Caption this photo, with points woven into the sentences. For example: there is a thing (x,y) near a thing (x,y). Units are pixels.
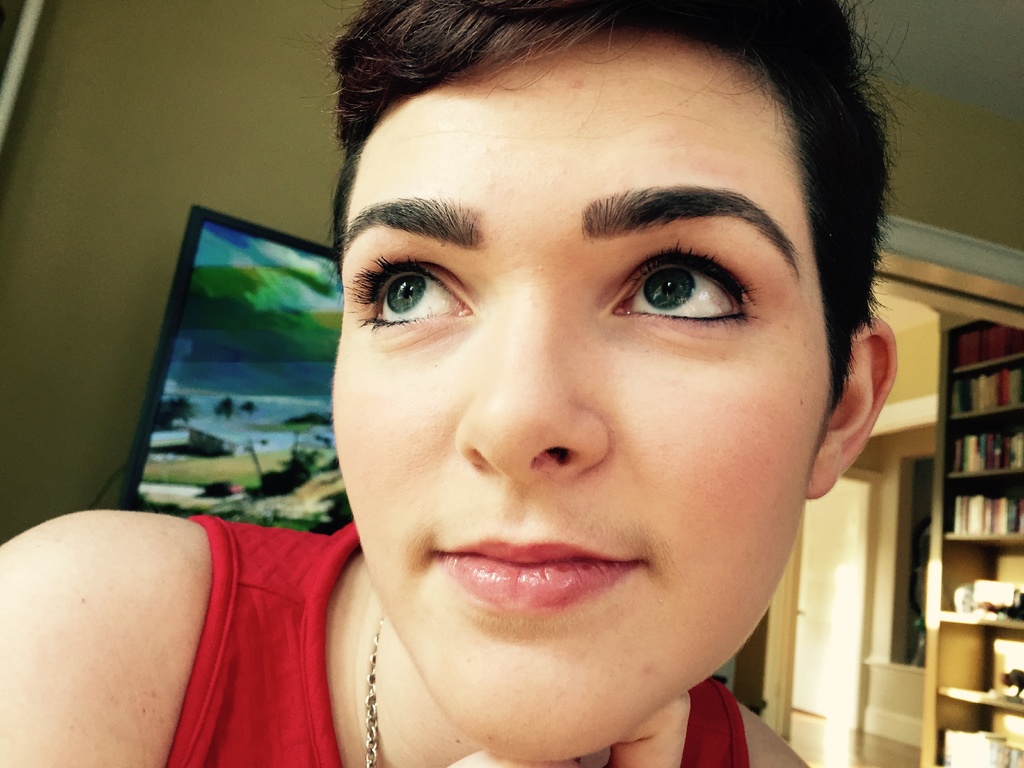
Here we can see a person (514,623). In the background (57,470) we can see wall (917,93), screen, rack (978,484), and books (998,511).
